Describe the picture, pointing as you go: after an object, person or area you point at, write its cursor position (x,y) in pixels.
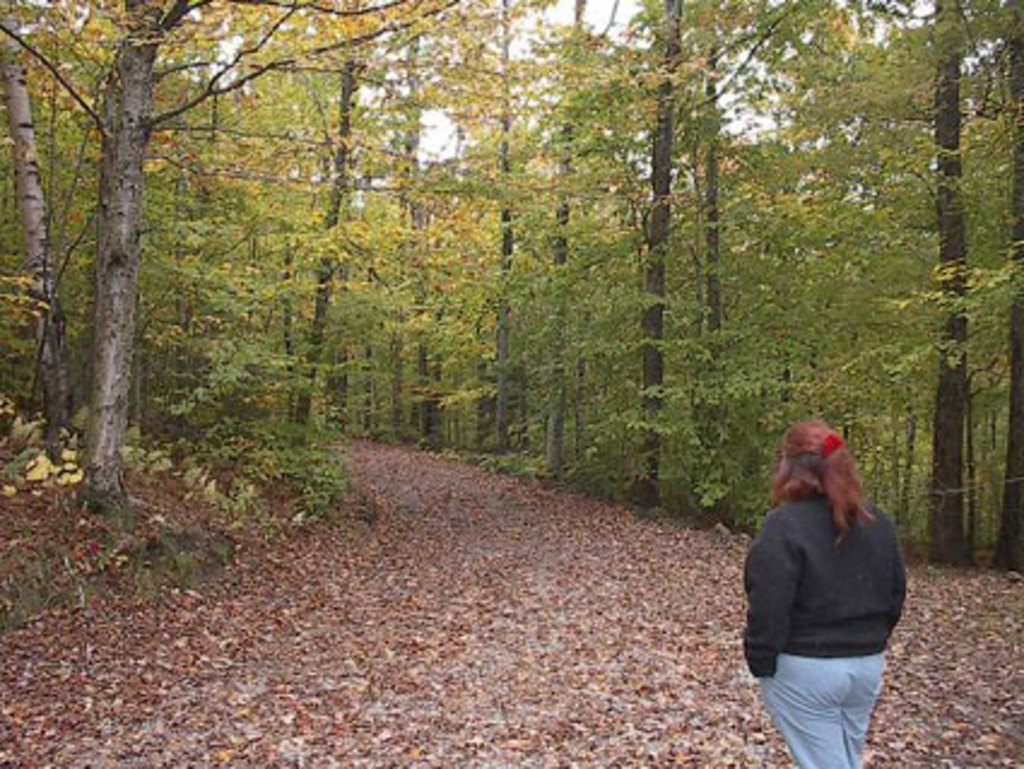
In this image there is the sky (591,26) towards the top of the image (475,143), there are trees (447,288), there are plants (247,445) towards the left of the image (100,549), there is a woman (811,477) standing towards the bottom of the image (873,585), there is ground (516,721) towards the bottom of the image (428,728), there are dried leaves (497,579) on the ground (604,622).
